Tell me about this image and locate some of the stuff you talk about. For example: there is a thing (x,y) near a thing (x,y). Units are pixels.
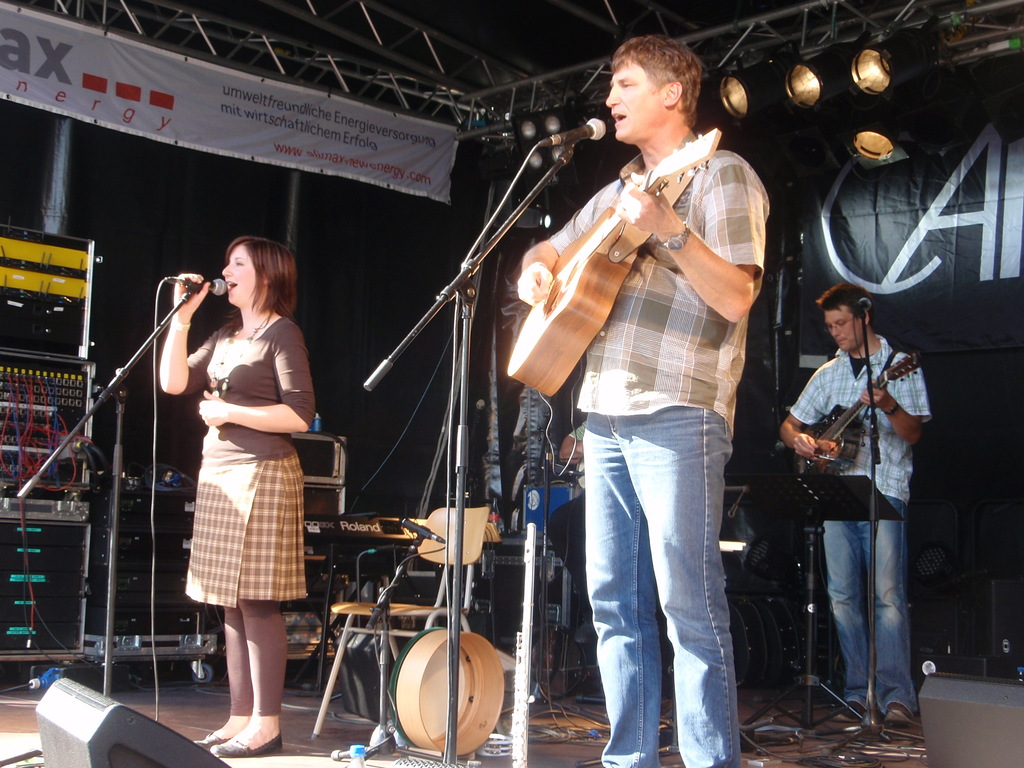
this picture shows three people (679,86) standing and we see two men (647,495) playing guitar (563,268) and we see a woman (274,297) singing with the help of a microphone (223,291).
